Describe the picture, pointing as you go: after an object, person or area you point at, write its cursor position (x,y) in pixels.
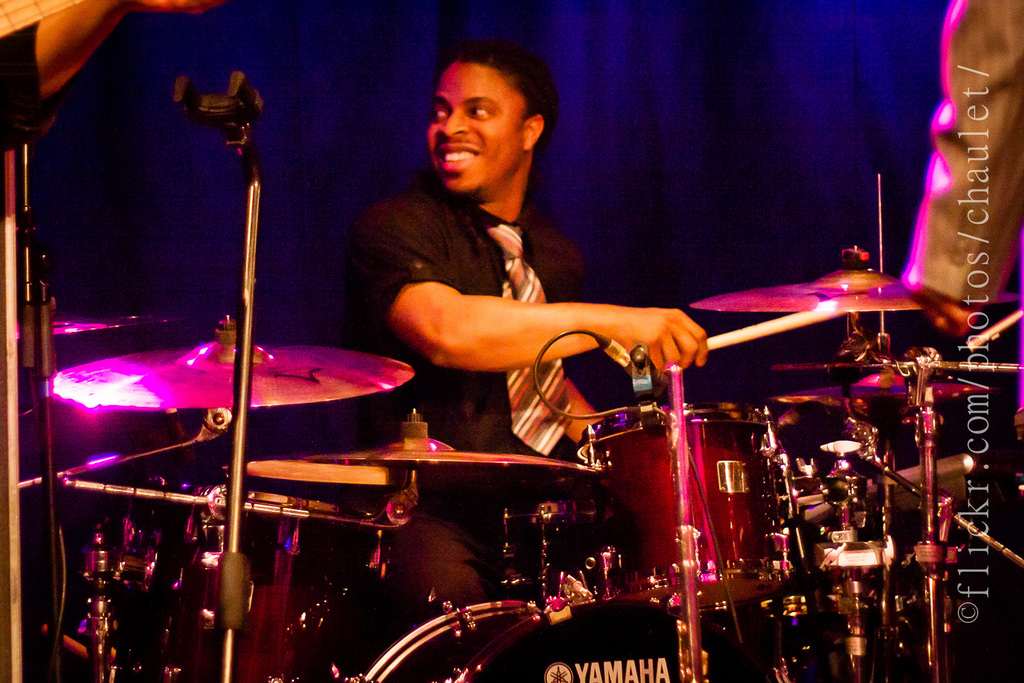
It is a picture of a man (497,139) playing drums (614,447). In the center of the image (463,311) there is a man (487,253) wearing a black shirt (487,253) and a striped tie (532,384) holding sticks (804,317) and playing drums (532,676), he is smiling. In the background (584,46) there is a blue colored curtain (736,137). In the foreground (656,669) on the drums (578,646) Yamaha is written on it
